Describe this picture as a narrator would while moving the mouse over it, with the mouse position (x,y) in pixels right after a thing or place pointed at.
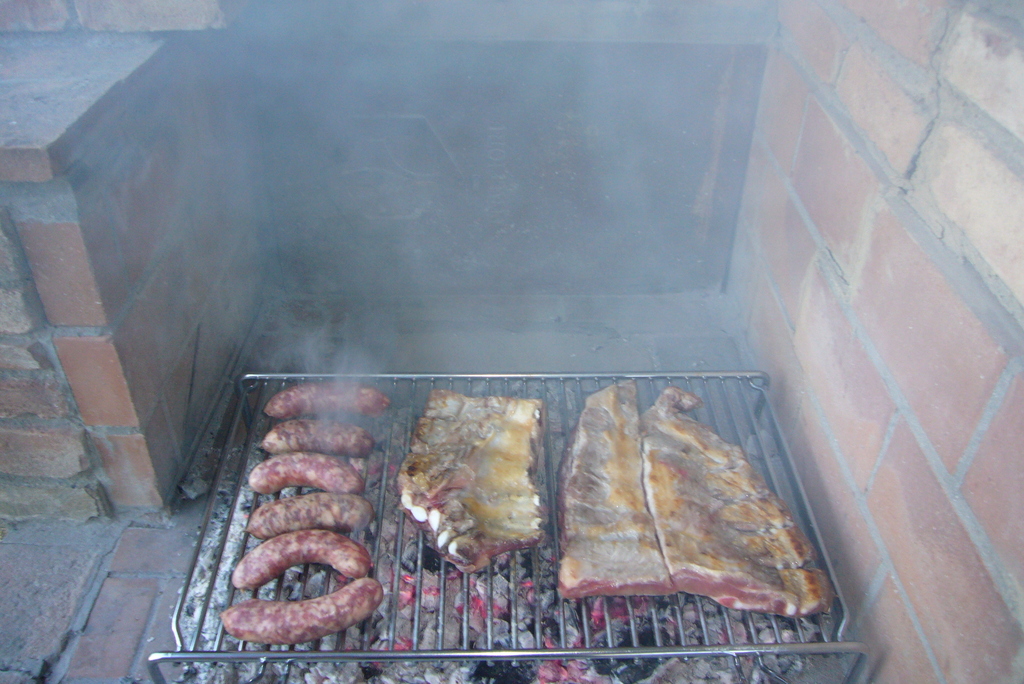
In this image we can see a grill (217,574) and there is a meat (368,563) placed on the grill (556,506). In the background (101,359) we can see a brick wall (119,222).
